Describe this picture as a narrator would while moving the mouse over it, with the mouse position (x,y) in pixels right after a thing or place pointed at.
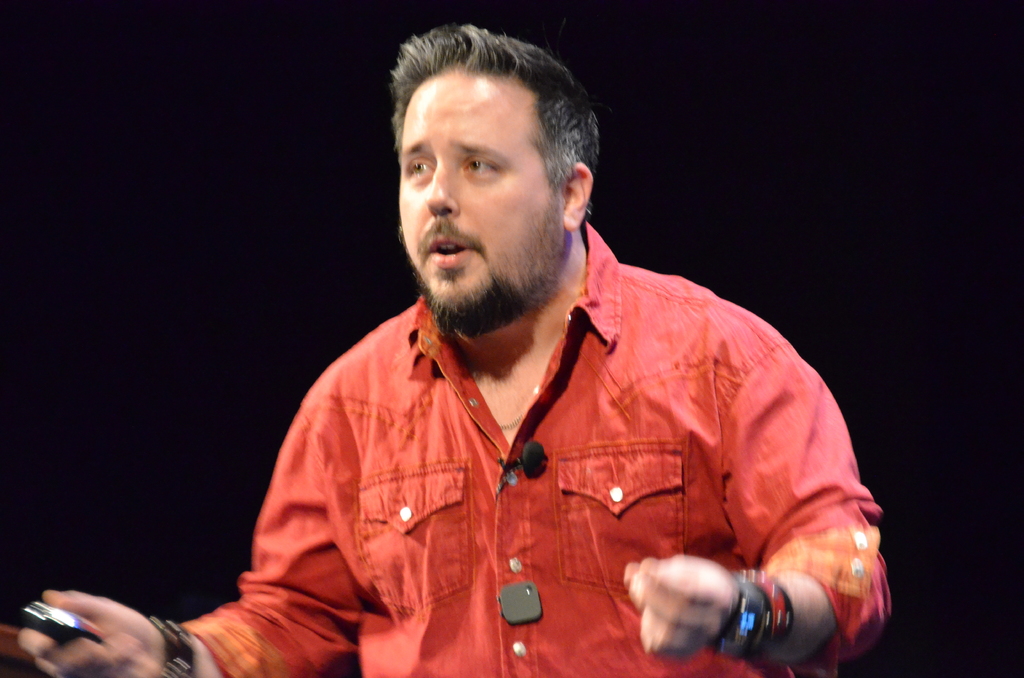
In this picture there is a man (546,407) wore red shirt (546,407) and holding an object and talking. In the background of the image (773,144) it is dark.
